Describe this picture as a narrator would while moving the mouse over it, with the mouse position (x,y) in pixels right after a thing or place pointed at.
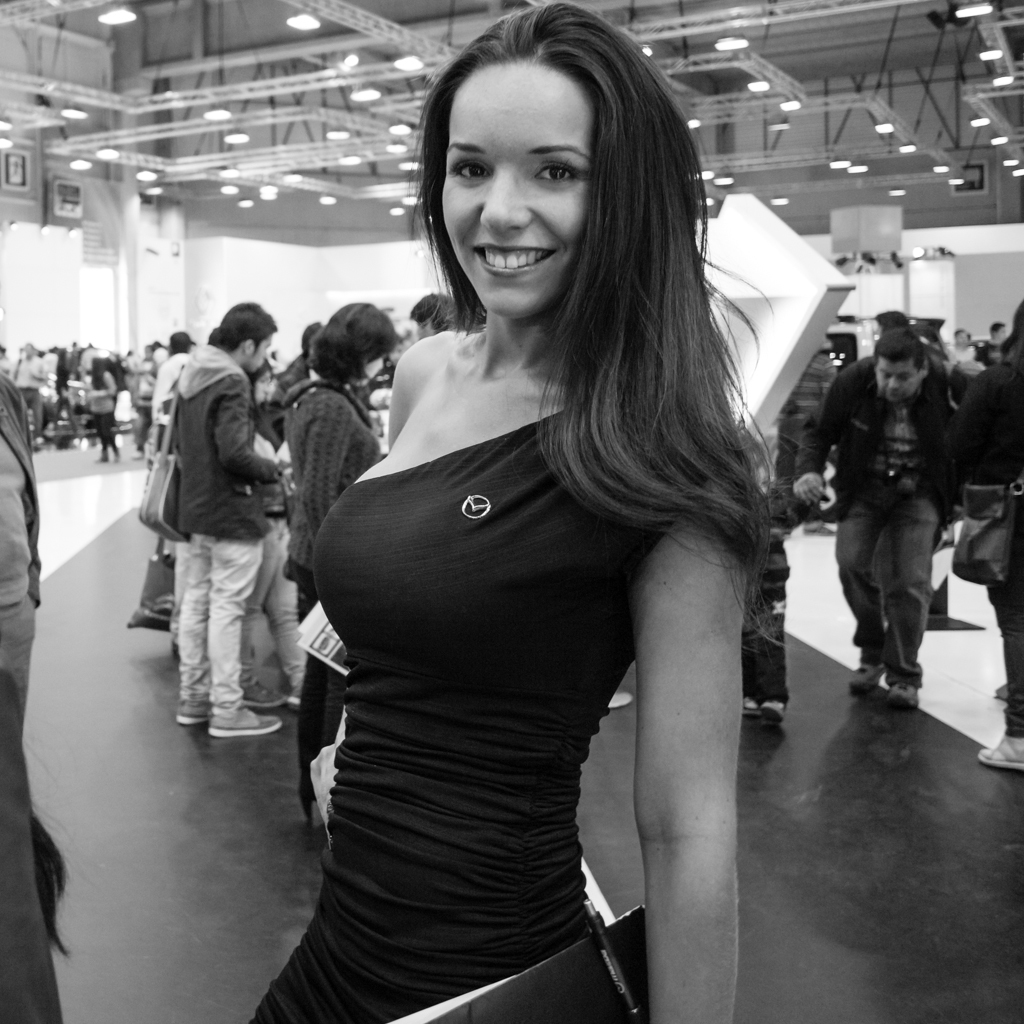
This is a black and white image here I can see a woman (400,670) standing, holding some papers (553,992) in the hand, smiling and giving pose for the picture. In the background (318,372), I can see many people (162,395) standing on the floor (159,682). At the top (212,123) I can see few lights (345,131) to the roof (245,44).
